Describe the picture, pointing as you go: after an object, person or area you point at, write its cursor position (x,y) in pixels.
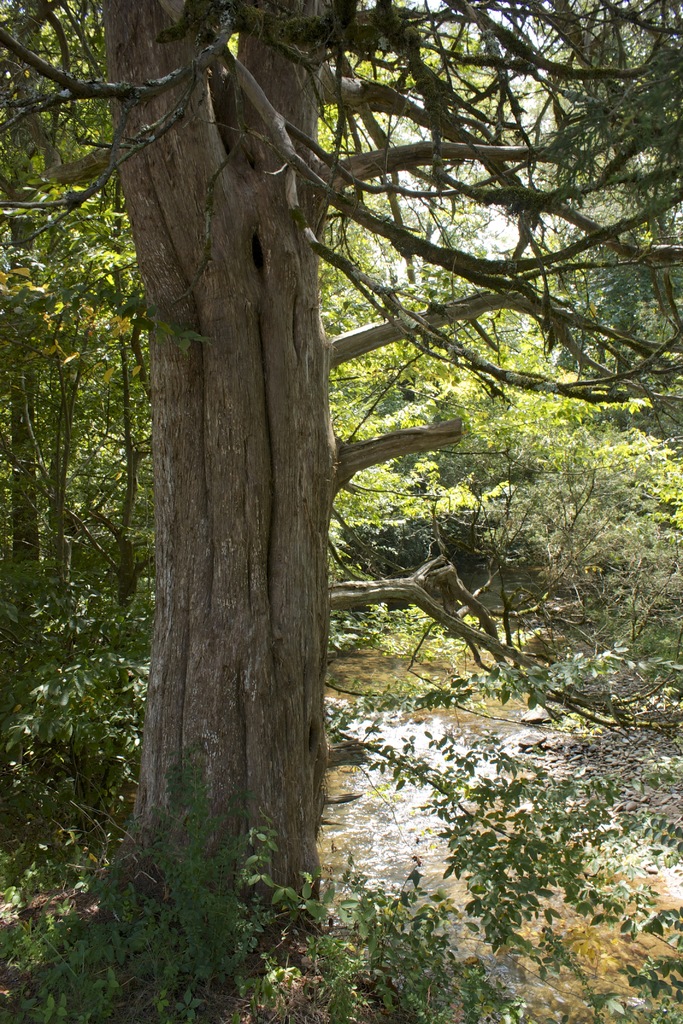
On the left side of the image (98,492) we can see a trees (133,488) are present. At the bottom of the image (281,937) water (380,826) and ground (221,996) are there. At the top of the image (521,115) sky (512,121) is present.
